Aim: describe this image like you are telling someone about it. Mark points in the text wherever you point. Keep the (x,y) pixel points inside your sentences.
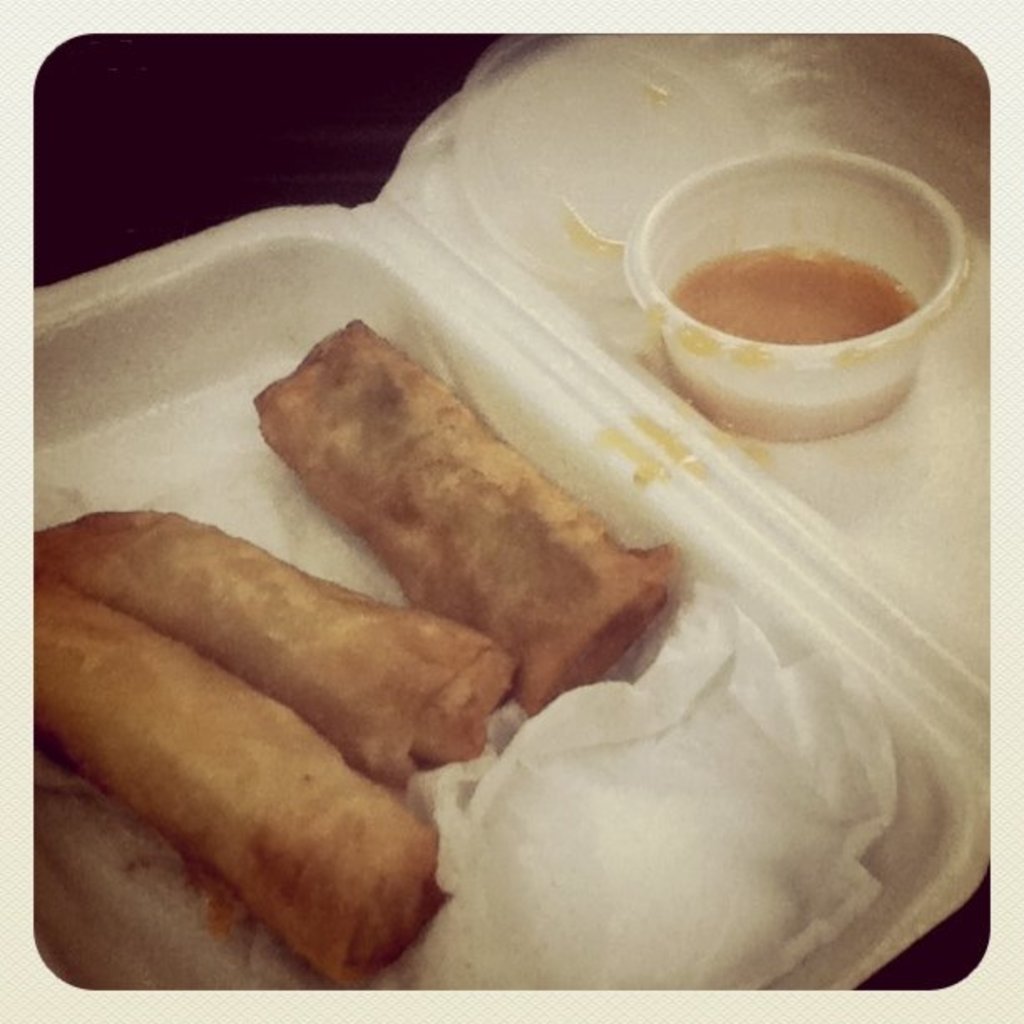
In this picture we can see a tray (936,860) which is white in colour and these are the rolls (402,556). There are three rolls (314,641) in a tray (900,885). This is a tissue paper (665,812). Aside to this tray (832,478) there is a box (699,299) and there is some kind of liquid (804,303) in it and this is a small cup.
